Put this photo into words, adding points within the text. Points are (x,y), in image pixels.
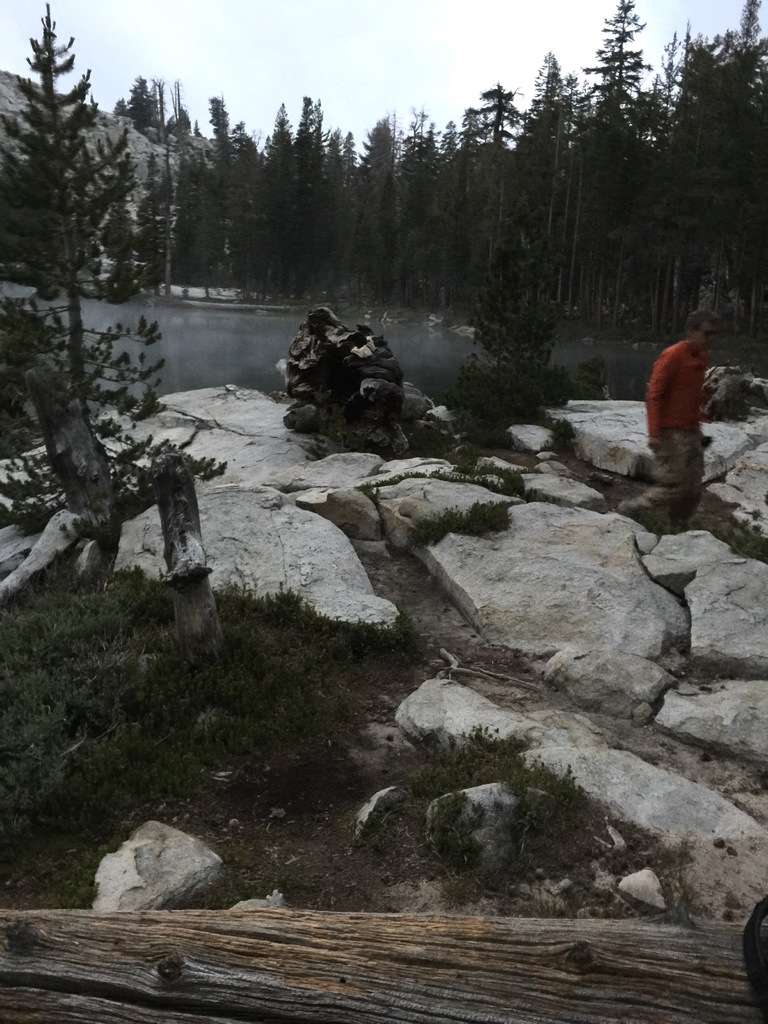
At the bottom of the image (606,965) there is a wooden stem (726,952), in front of this stem (225,930) there are some grass (103,673). On the right side of the image (681,360) there is a person (660,454) standing on the surface (641,607). In the middle of the image (396,351) there is a lake (200,344) surrounded by trees (172,223). In the background of the image (519,41) there is a sky (485,34).
